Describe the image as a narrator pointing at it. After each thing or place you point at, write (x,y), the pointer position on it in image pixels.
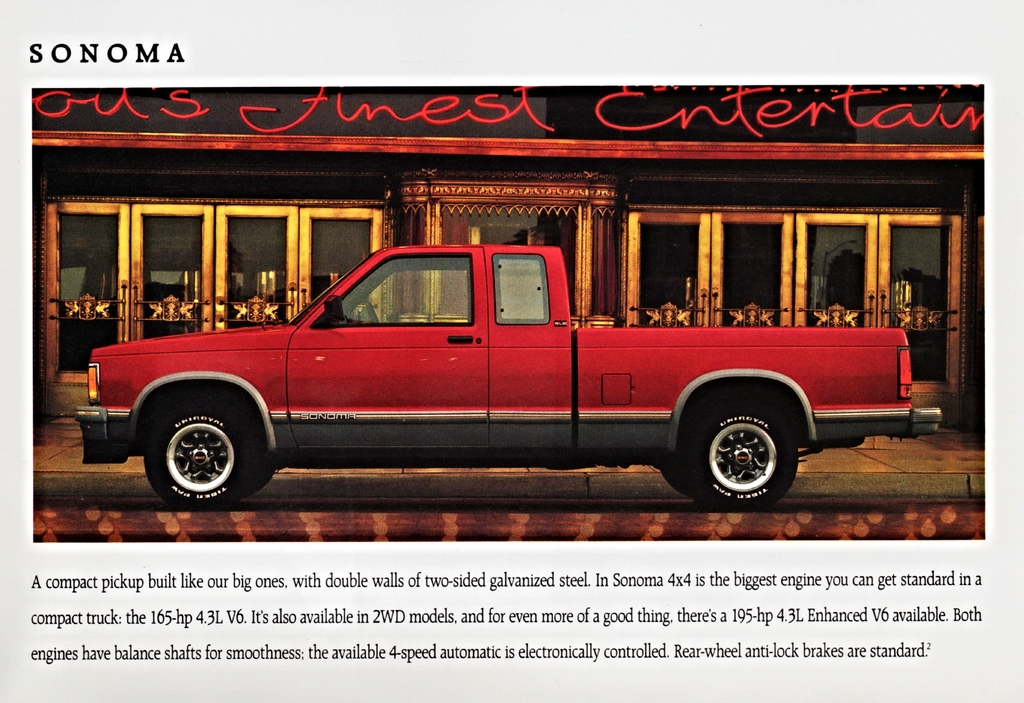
In the picture we can see a magazine (965,681) with an image of the car (750,380) and behind it, we can see some doors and below the image (906,136) we can see some information (99,657).
